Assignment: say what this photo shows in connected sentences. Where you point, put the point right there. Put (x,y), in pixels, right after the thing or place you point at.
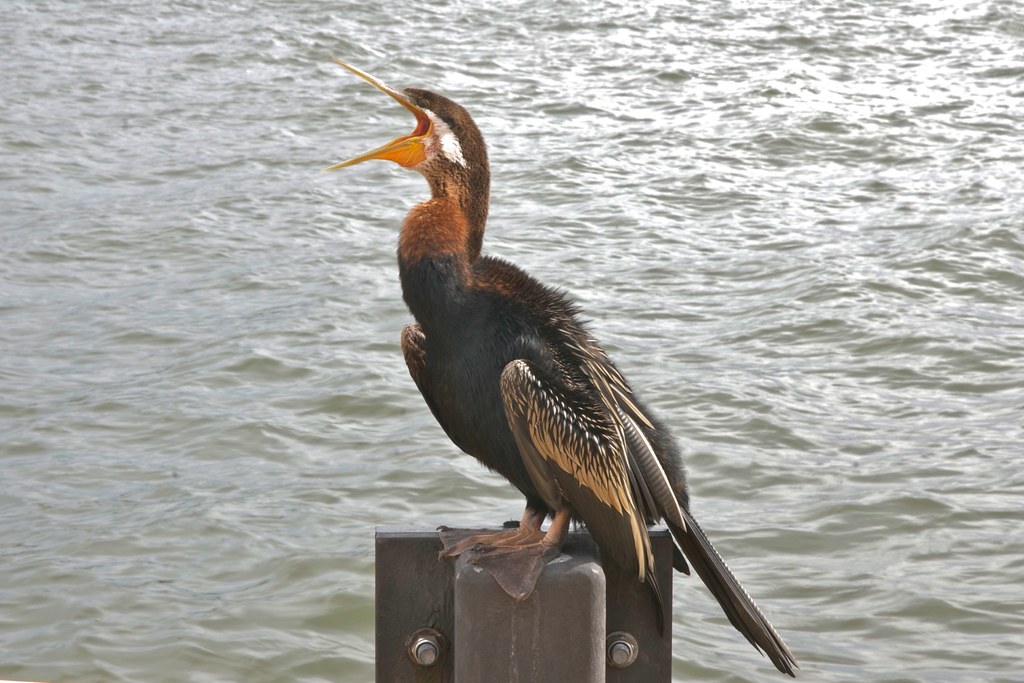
In this picture there is a bird (544,317) on the metal pole (571,560). At the back (201,410) there is water (192,452) and the bird (446,339) is in black, orange and in cream color.
